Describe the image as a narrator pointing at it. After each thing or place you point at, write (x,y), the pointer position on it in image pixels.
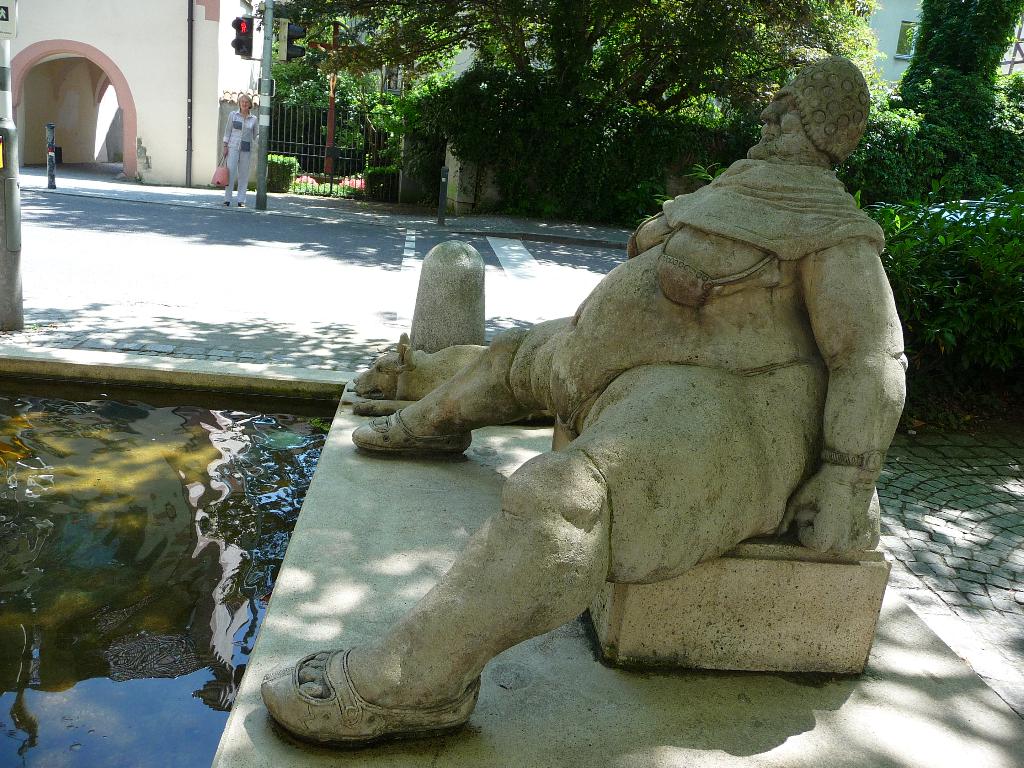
In this picture we can see a sculpture (680,433) besides to that there is some water (107,536). A woman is standing besides the pole (267,26). There is a traffic signal (251,49). This is the road (288,257). And on the background (988,339) there are many trees (711,133) and plants (970,273). Even we can observe a building (165,78) on the background (167,64).
